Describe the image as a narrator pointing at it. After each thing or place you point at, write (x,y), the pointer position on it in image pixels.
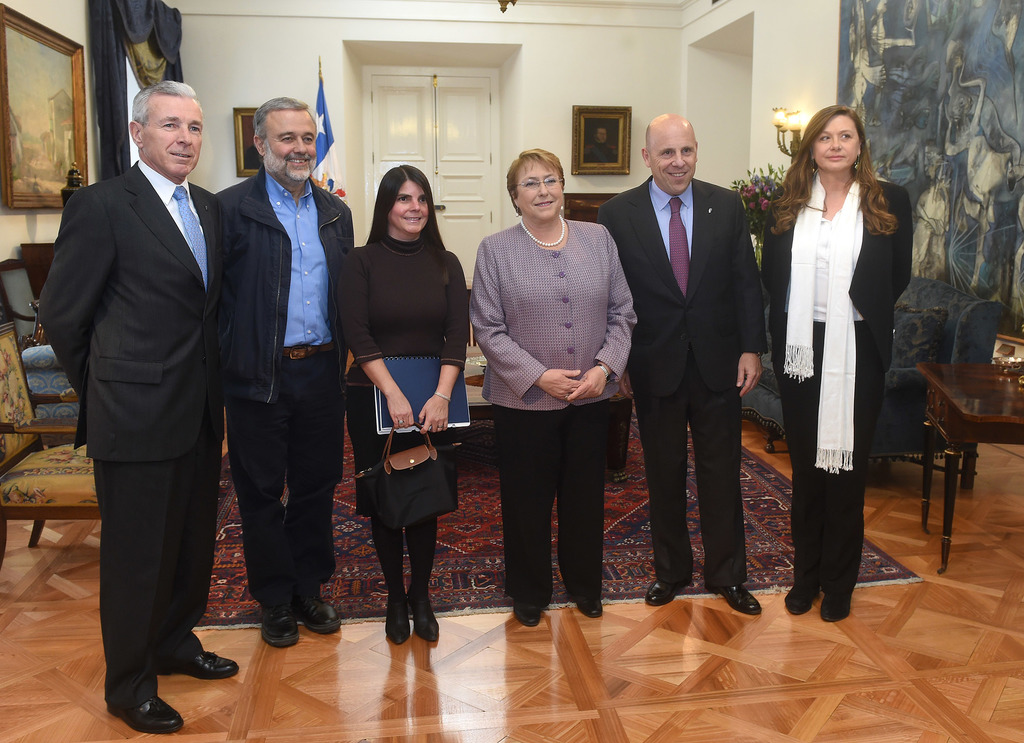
In this image, we can see people (576,313) standing and some are wearing coats (264,390) and one of them is holding a book (413,382) and a bag (385,474). In the background (895,63), there are lights (775,124) and we can see a flag (321,123), frames (585,124) on the wall (556,122) and we can see chairs (47,493), a sofa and a flower vase (753,197). At the bottom (502,601), there is a carpet (487,609) on the floor (512,697).
